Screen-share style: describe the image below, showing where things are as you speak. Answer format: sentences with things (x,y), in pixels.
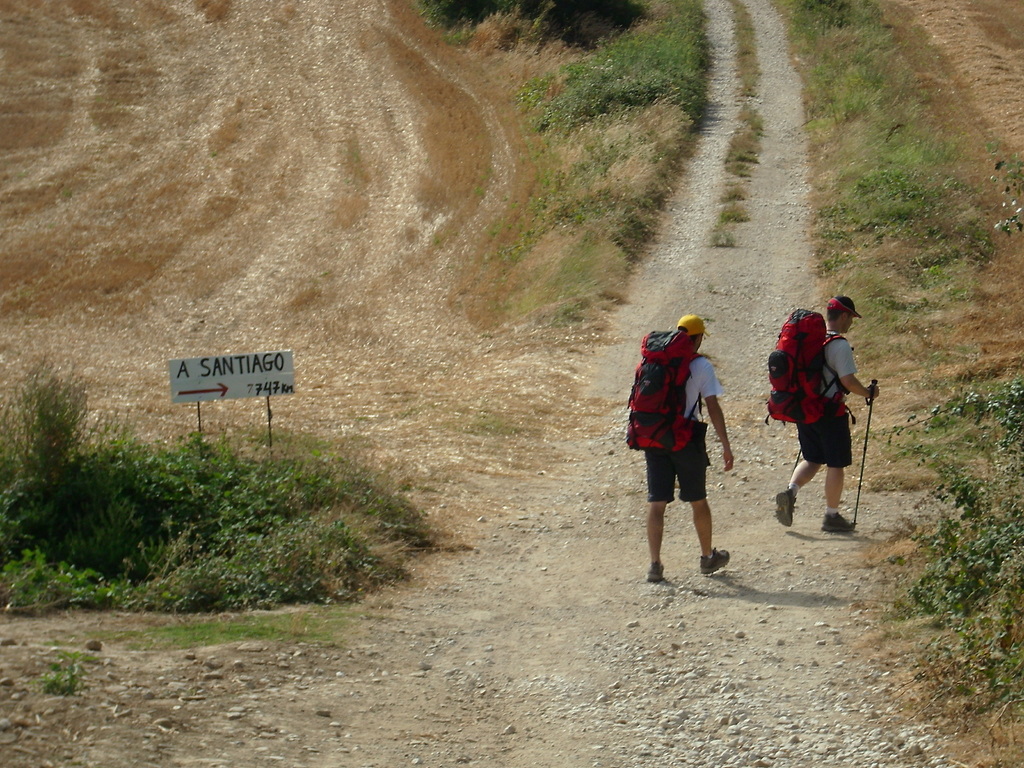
In the image we can see there are two men (662,461) walking and carrying travelling backpacks (807,369) at the back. They are wearing caps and there is a hoarding (175,380) on which it's written "Santiago". There is a ground (803,148) covered with plants (564,179) and grass (933,110).
